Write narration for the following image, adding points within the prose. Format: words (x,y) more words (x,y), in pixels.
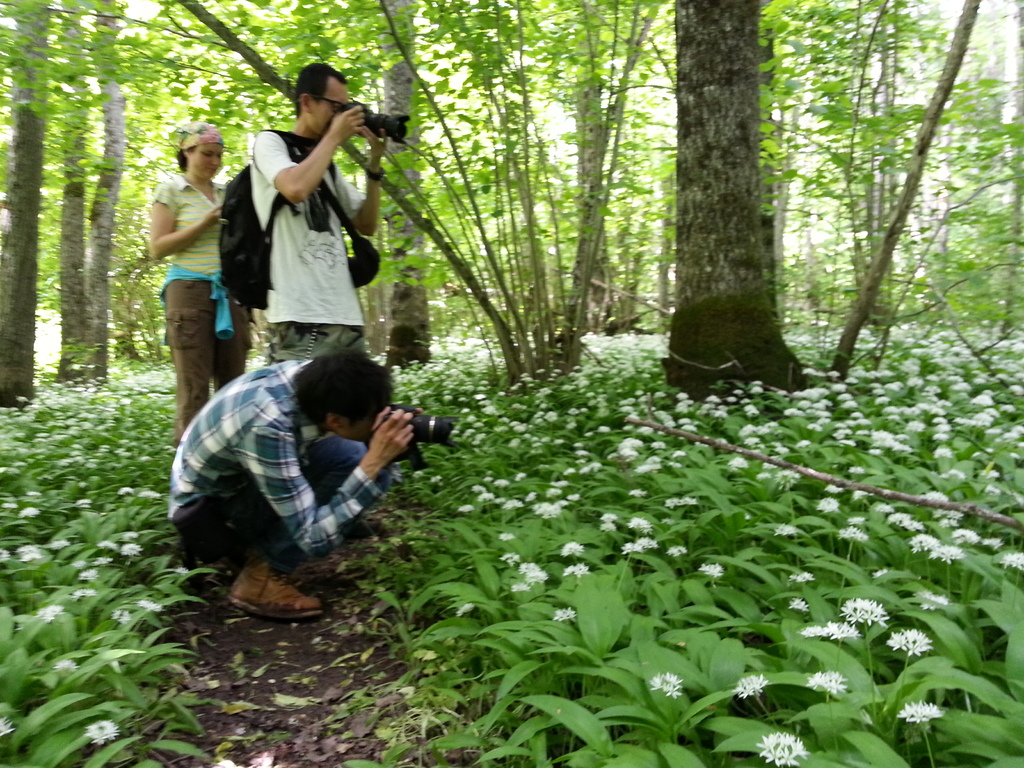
In this picture we can see bags (345,227), flowers (807,635), plants (520,468), two people (330,219) holding cameras (348,105) with their hands (389,454) and a woman (204,216) standing on the ground (277,736) and in the background (549,121) we can see trees (735,253).
